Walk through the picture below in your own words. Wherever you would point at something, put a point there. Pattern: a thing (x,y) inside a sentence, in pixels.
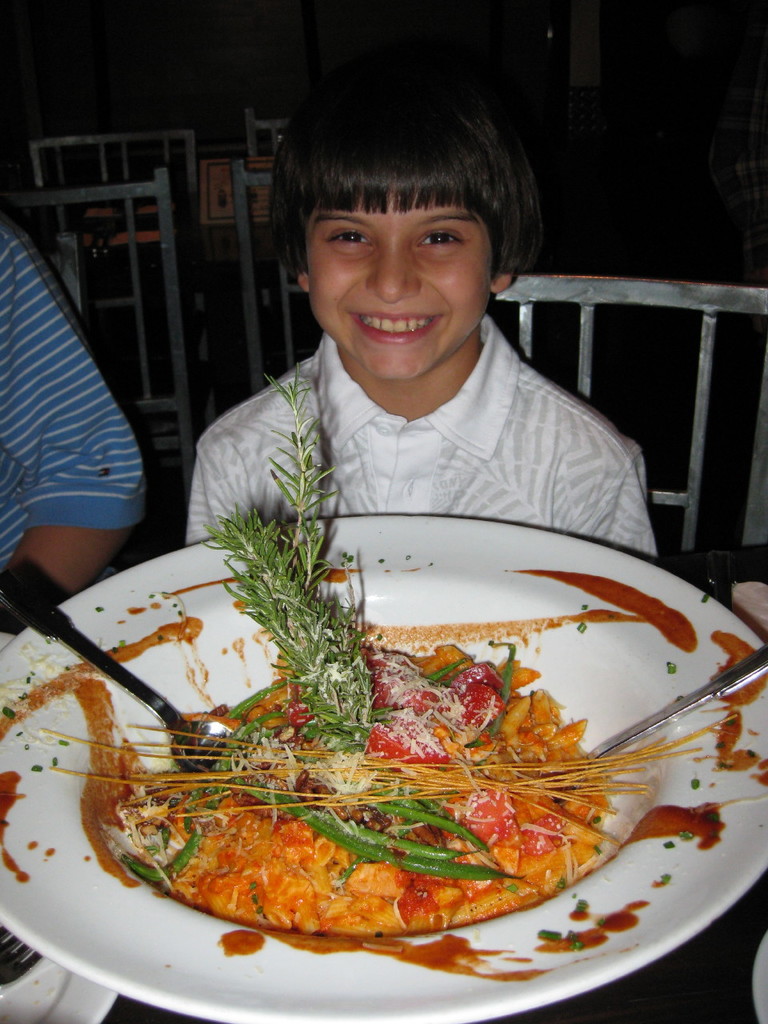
In the image there is a white plate (360,547) with pasta (327,880), tomatoes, rosemary (343,638) and some other food items (443,718). And also there are spoons (719,685) in the plate (640,690). Behind the plate (290,532) there is a boy (466,416) with white shirt (546,479) is sitting and he is smiling. Beside him there is a person (23,502). In the background (234,176) there are chairs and also there is a table (120,1017). And it's a dark background.
